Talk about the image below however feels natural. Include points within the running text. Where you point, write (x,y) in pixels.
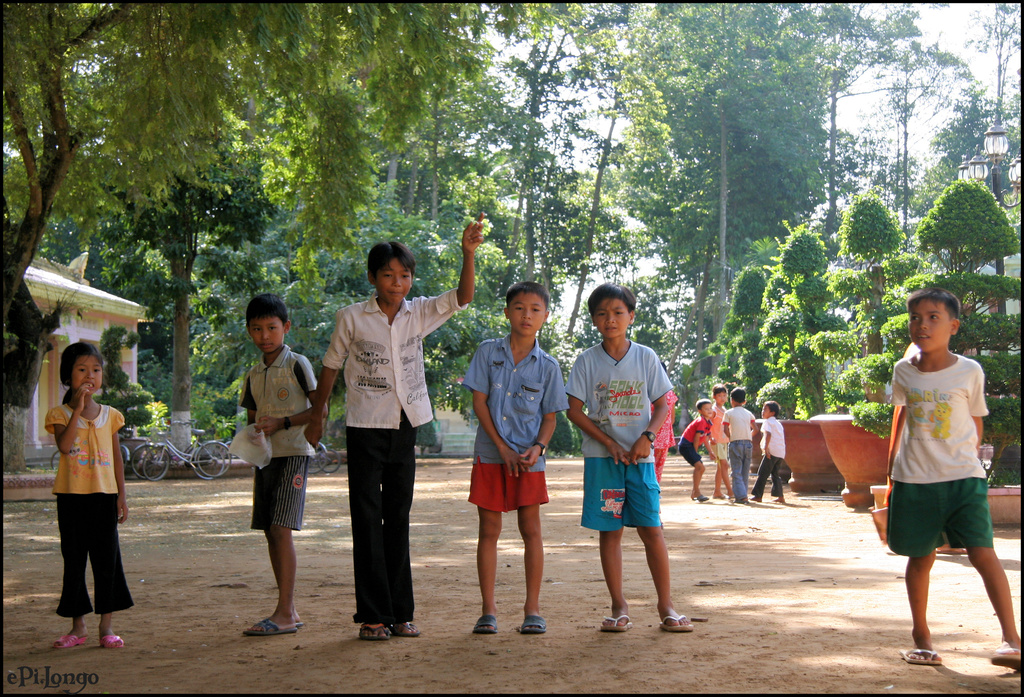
In the image in the center (406,327) we can see few kids (280,507) were standing and the left side boy (284,407) is holding plastic paper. In the background (429,192) we can see sky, clouds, trees (35,180), house (59,347), wall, roof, plant pots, plants (855,242) and few more kids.
